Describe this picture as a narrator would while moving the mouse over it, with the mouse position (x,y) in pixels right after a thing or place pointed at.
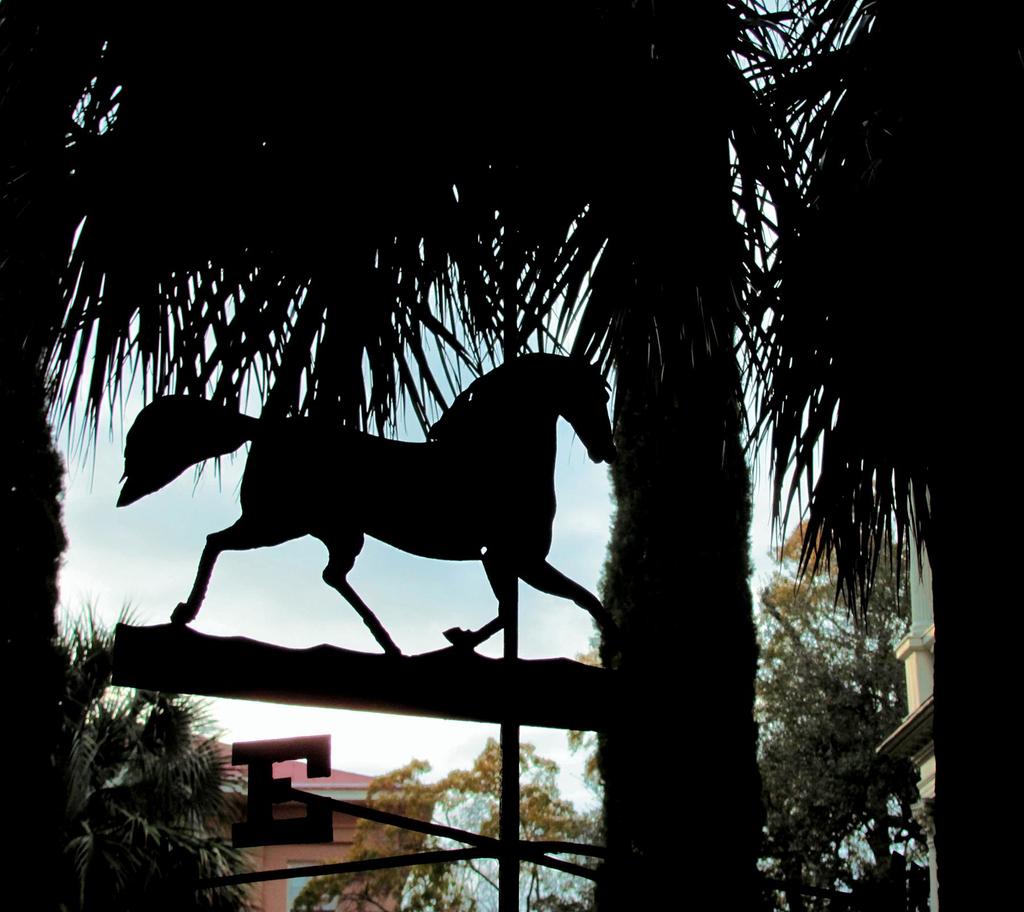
In the image we can see trees (867,557) and the sculpture (369,516) of the horse (377,491). Here we can see the sky (142,556) and it looks like a house (282,846).
